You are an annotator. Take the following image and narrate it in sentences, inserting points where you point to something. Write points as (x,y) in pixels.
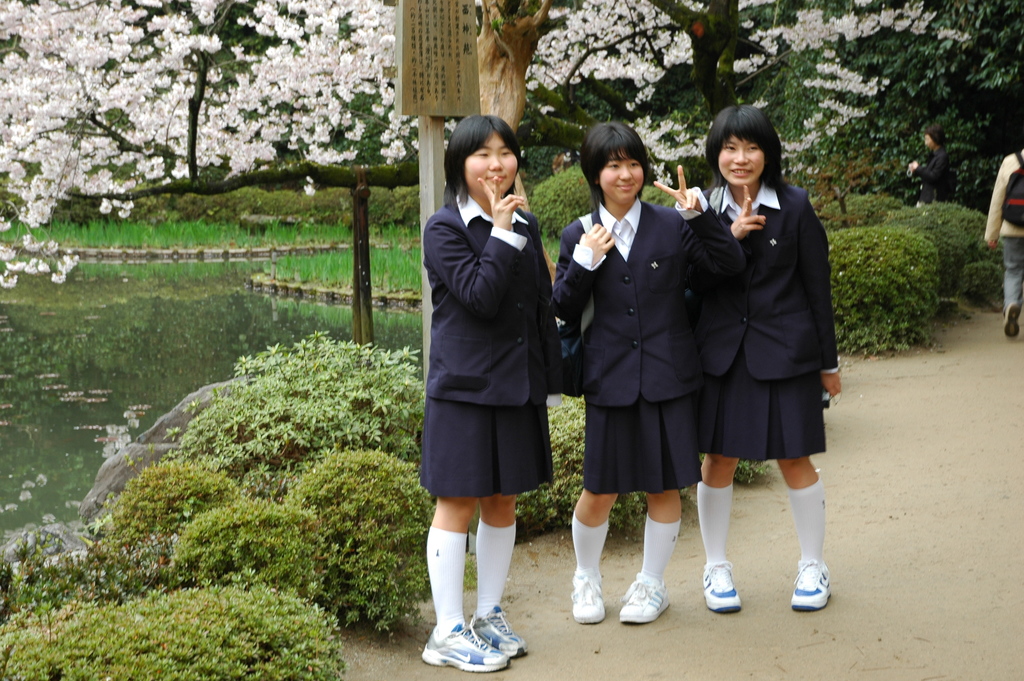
3 Beautiful girls (671,456) are standing they wore black color dresses (633,391). On the left side (228,517) these are the bushes (229,558), this is water (143,358).
